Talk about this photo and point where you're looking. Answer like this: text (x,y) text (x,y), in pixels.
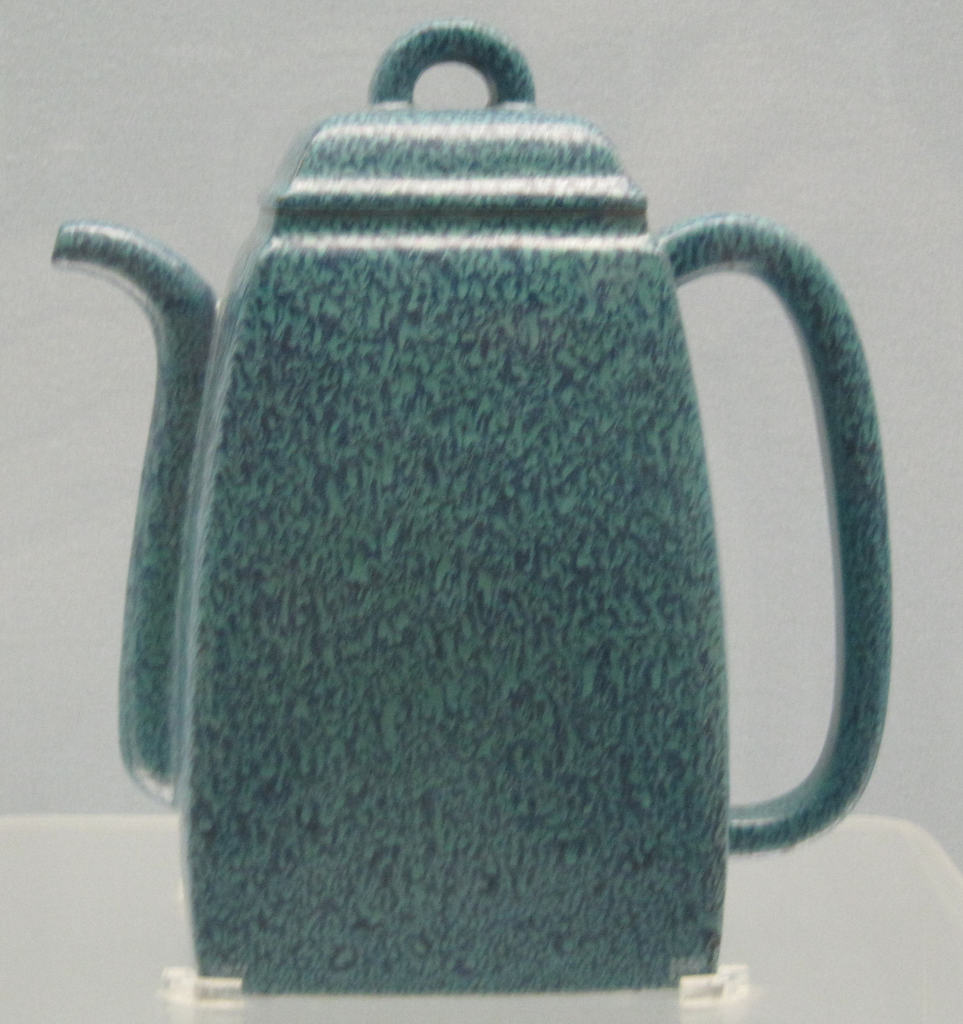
In this picture we can see a tea kettle (564,605) on the table (831,931).
